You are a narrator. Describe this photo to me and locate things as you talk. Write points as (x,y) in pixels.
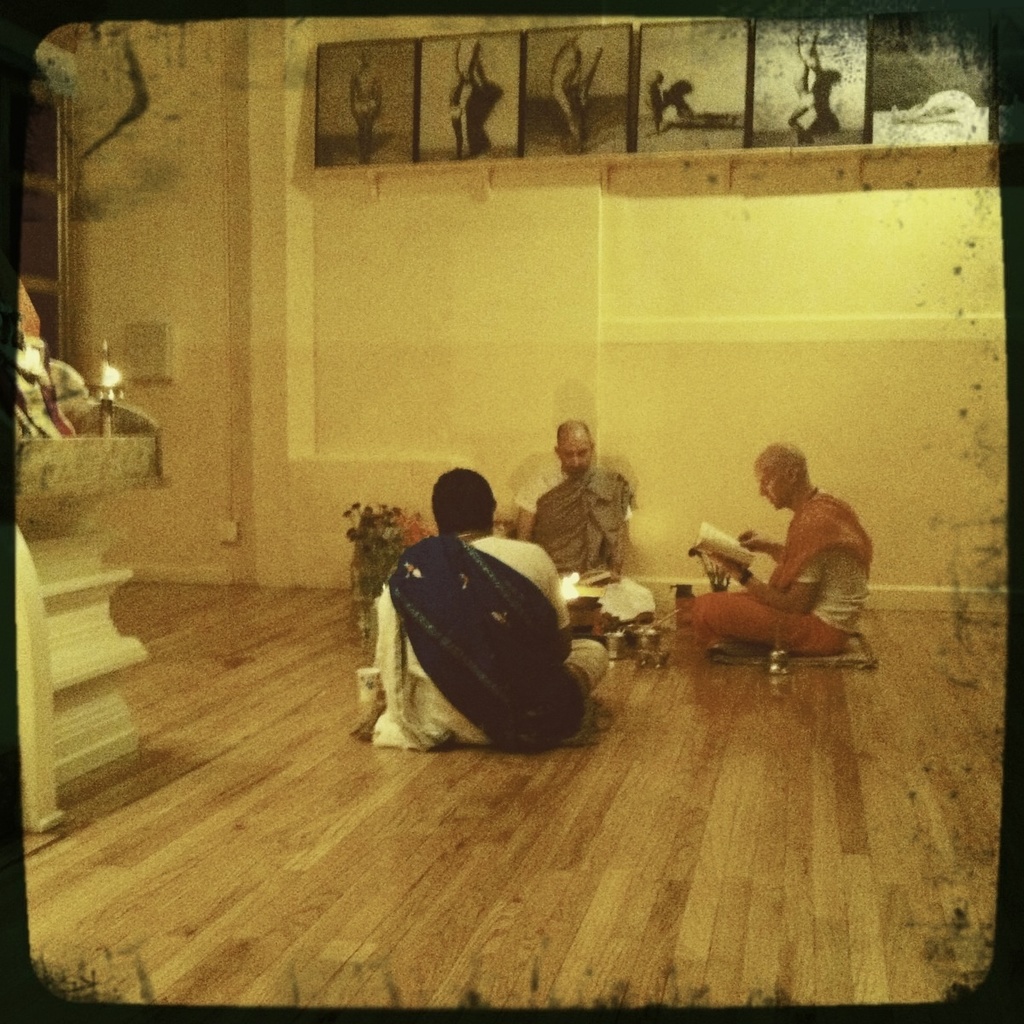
In this image there are three men (498,645) sitting, there is a man (717,606) holding an object (733,541), there is a wooden floor (359,838) towards the bottom of the image (393,844), there are objects (398,548) on the wooden floor (801,686), there is an object (75,538) towards the left of the image (41,680), there is the wall (537,304), there are photo frames (675,87) towards the top of the image (594,88).
